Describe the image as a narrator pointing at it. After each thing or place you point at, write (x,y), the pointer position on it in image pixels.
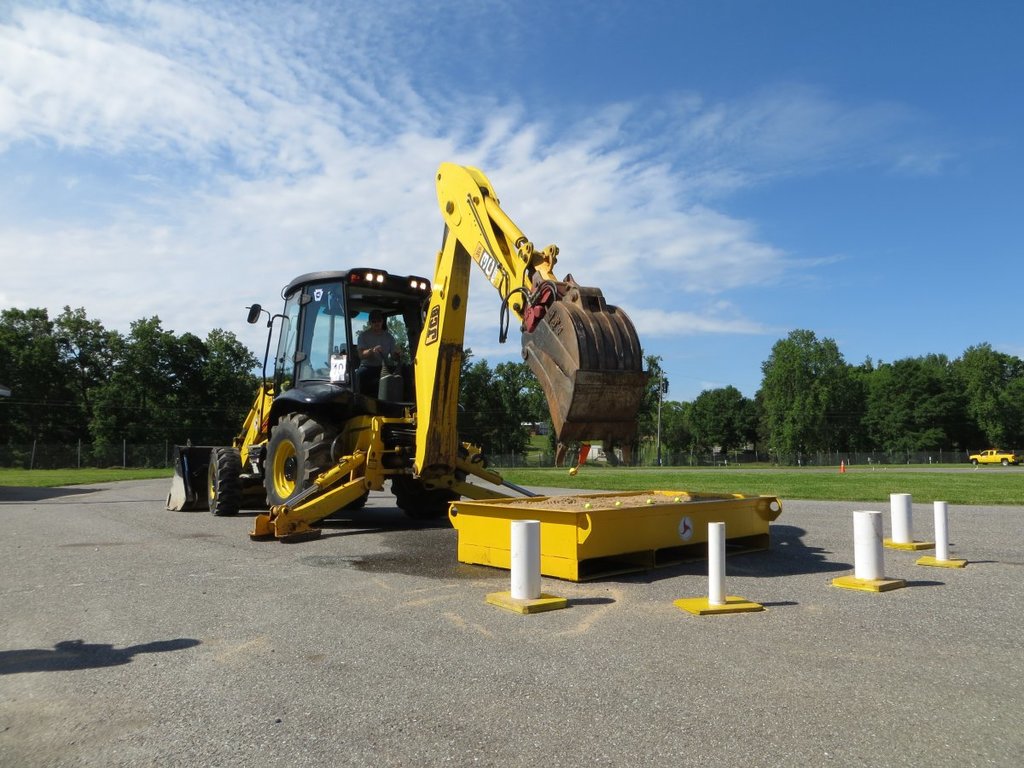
In this picture I can see a crane (286,386) and few trees (714,421) and I can see mini truck (983,454) and grass (828,493) on the ground (947,470) and it looks like a small metal container (488,548) on the road (625,596) and a blue cloudy sky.
